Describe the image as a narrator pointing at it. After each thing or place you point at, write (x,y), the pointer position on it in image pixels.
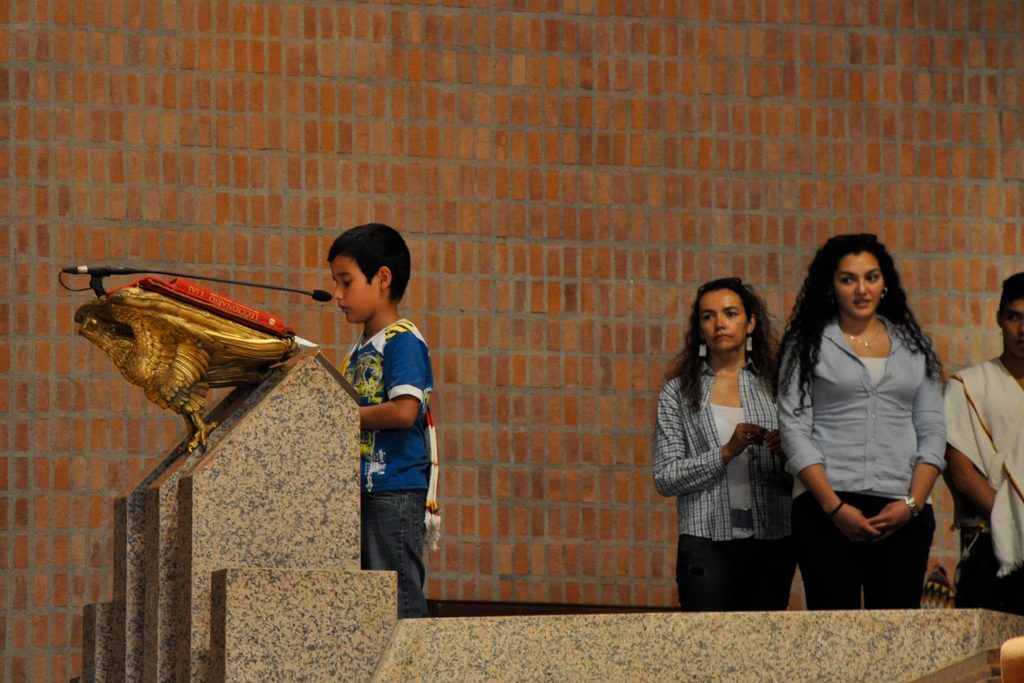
In this image I can see the group of people (787,359) with different color dresses (998,401). I can see there is a mic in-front of one person (348,320). In the background (427,145) I can see the brown color brick wall (500,156).
